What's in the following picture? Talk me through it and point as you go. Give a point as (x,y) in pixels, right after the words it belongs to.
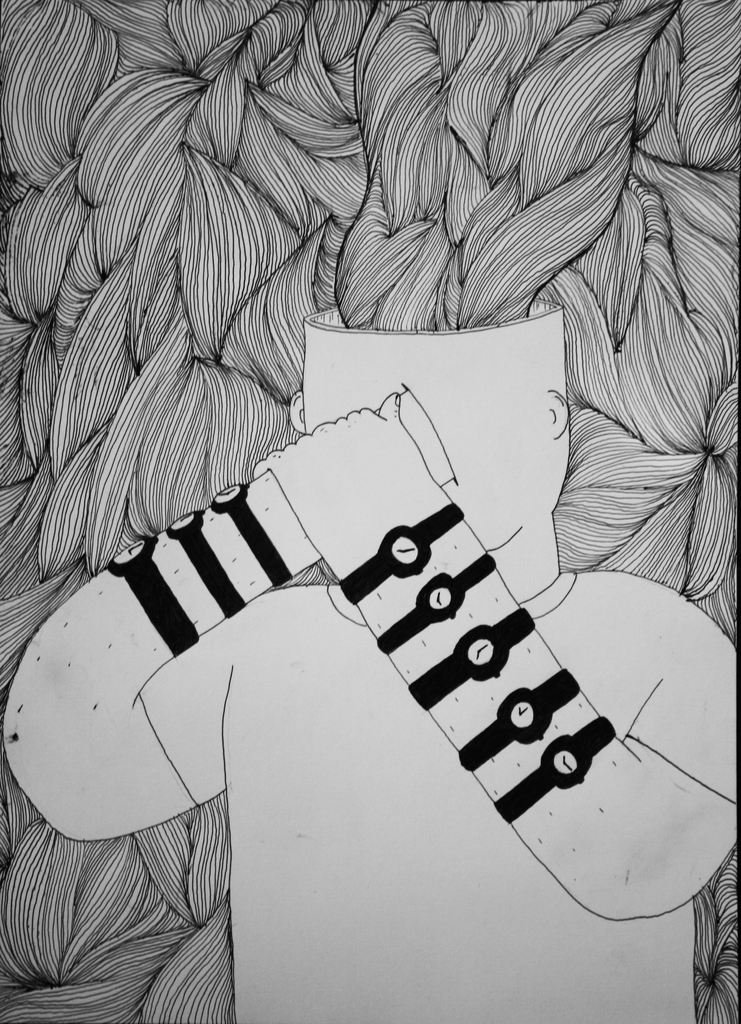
There is a drawing (603,497), in which, there is a person (489,521), who is placing one hand (361,461) on his head (434,407), on that hand (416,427), there is another hand (389,461). In the background (159,43), there is a design (685,411).
